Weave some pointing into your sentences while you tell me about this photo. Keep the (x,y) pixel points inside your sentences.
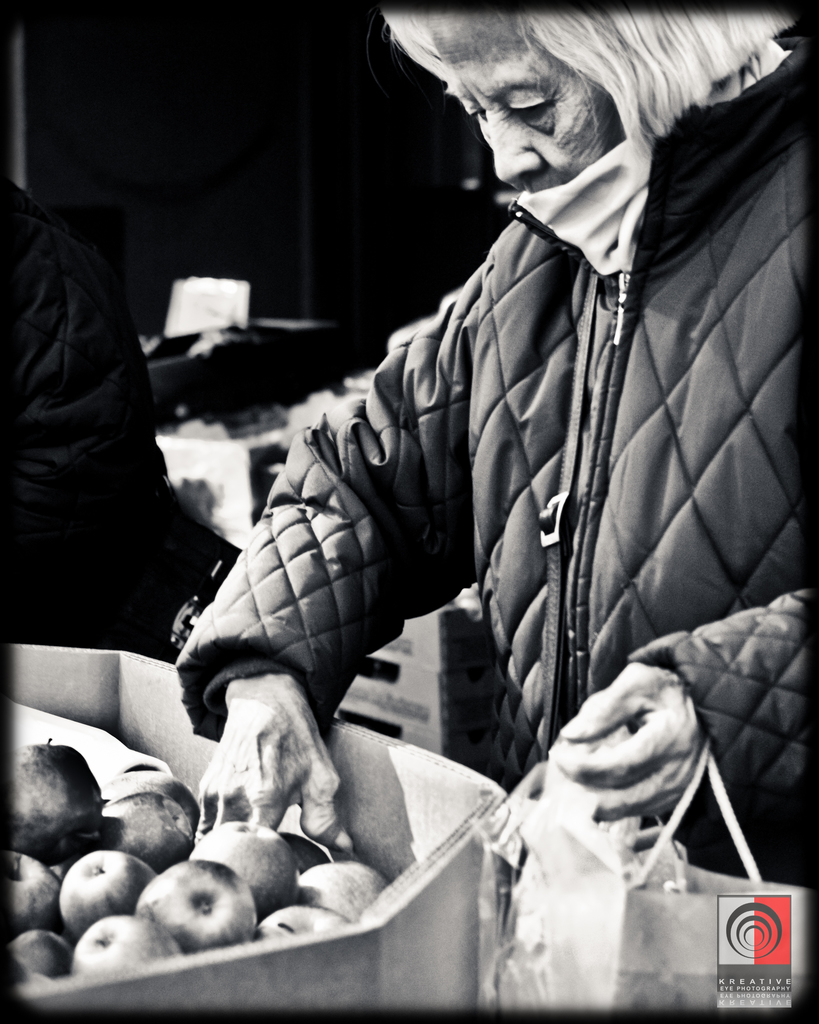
This is a photo and here we can see people (436,54) wearing coats (325,575) and one of them is holding a bag (603,821) and we can see fruits (248,832) in the box (23,652). At the bottom (736,956), there is a logo (726,956).
